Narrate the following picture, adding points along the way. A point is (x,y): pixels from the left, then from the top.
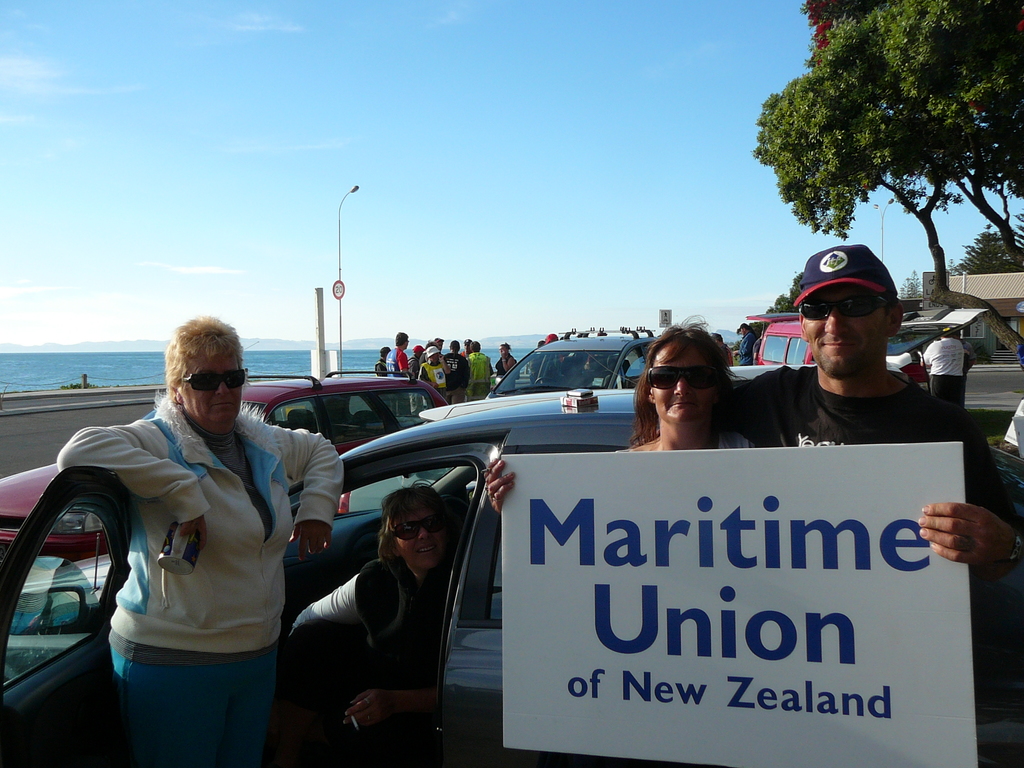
It's like an open place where so many people (866,363) are there, two people (675,370) are holding a card (587,573) with some text (597,615) written on it. An old woman (227,597) is carrying a can (190,544) and wearing glasses (237,374) and one person (344,640) is sitting in the car (456,551) having cigarette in her hand (368,721). Behind the people (182,383) there is a sea (135,376) and one sign board (343,291) with a lamp (351,192) and the sky (330,241) is clear. There are number of trees (993,319) and one building (988,348).
